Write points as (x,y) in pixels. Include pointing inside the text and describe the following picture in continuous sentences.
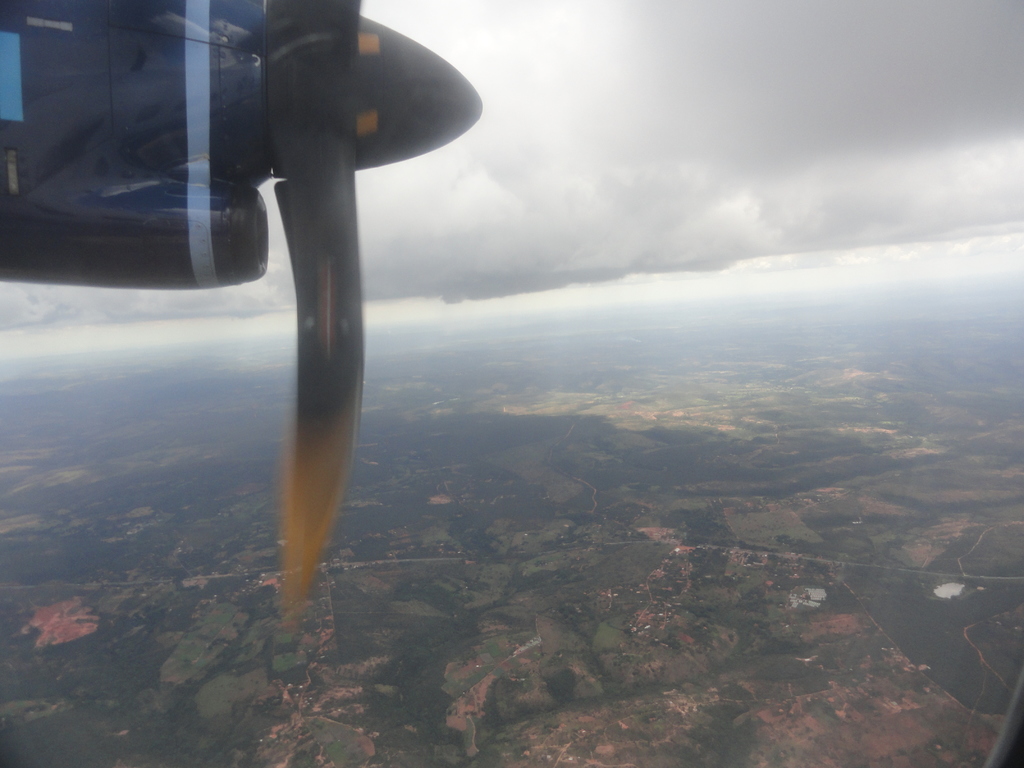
In this picture I can see there is a aircraft (31,143) and there are few trees (750,673) and buildings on the floor (605,403).
